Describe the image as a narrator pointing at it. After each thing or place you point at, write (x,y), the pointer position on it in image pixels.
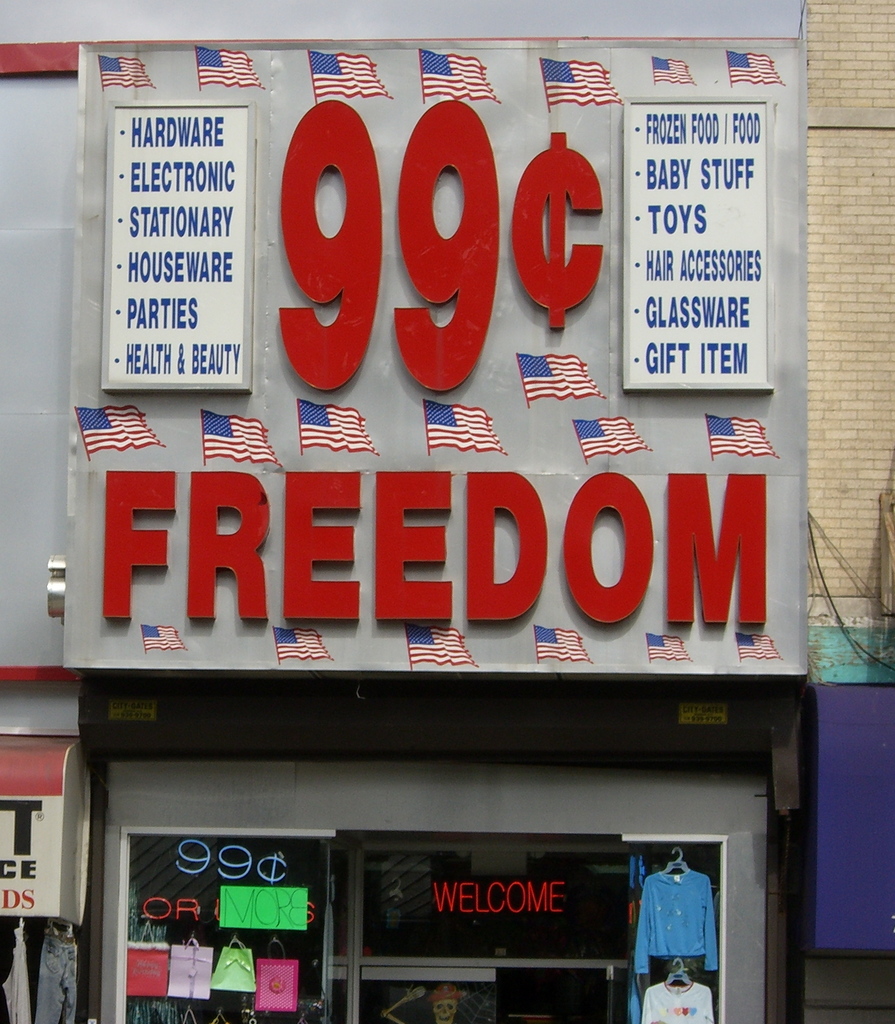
In the image we can see a board (571,379) and on the board (387,431) there are text (397,503) and picture of the flag (449,426). We can even see the shop (518,933) and the brick wall (838,348).
